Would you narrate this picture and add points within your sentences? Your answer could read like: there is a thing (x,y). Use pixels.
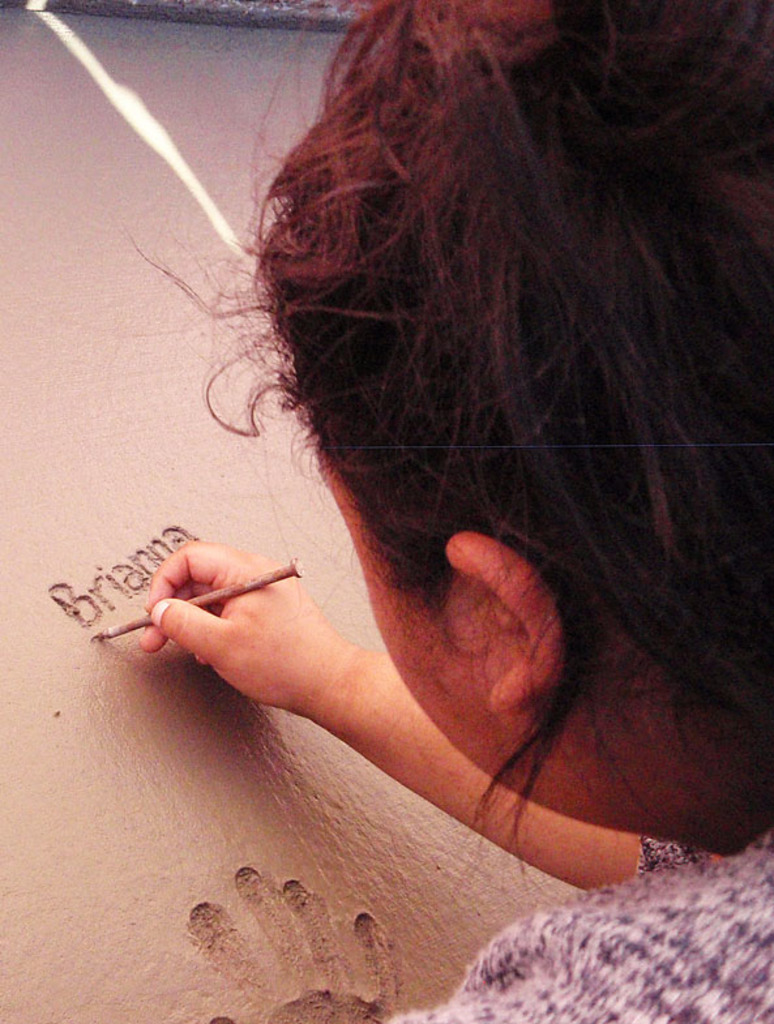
In this image I see a girl (486,581) who is holding a thing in her hand (205,581) and I see the brown color thing (208,340) on which there is a word (173,528) written and I see the hand print (276,937) over here.
